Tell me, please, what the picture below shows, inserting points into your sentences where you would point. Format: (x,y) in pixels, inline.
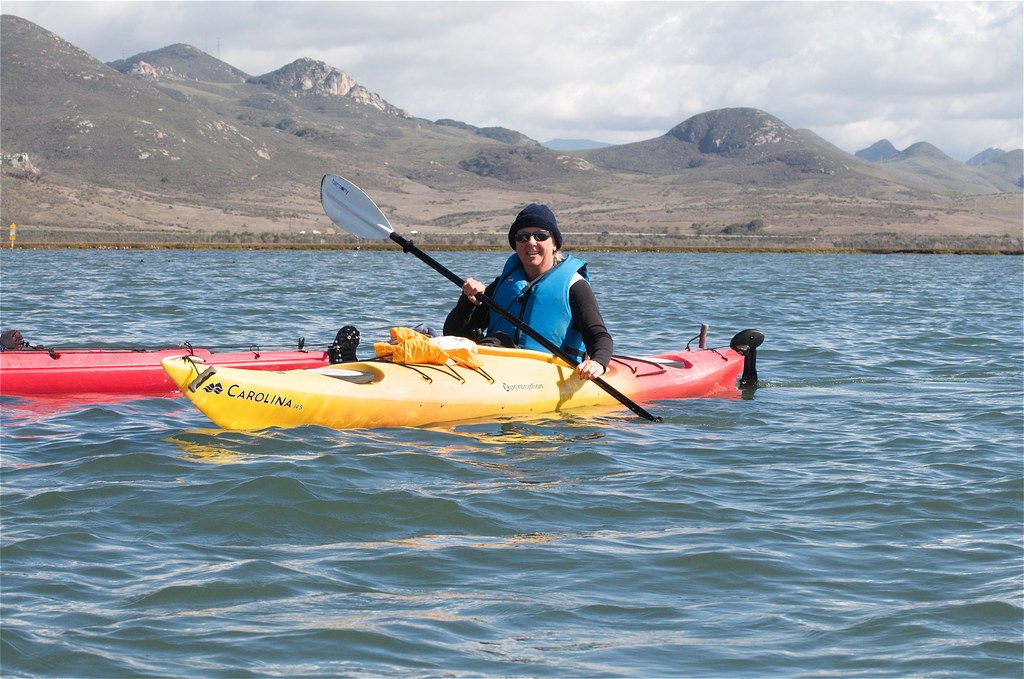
In this image in the center (350,368) there are boats (118,360) and there is a person (530,323) sitting in the boat (578,381) and rowing and having smile on the face (542,259). In the background (522,71) there are mountains (233,80) and the sky (550,56) is cloudy.
